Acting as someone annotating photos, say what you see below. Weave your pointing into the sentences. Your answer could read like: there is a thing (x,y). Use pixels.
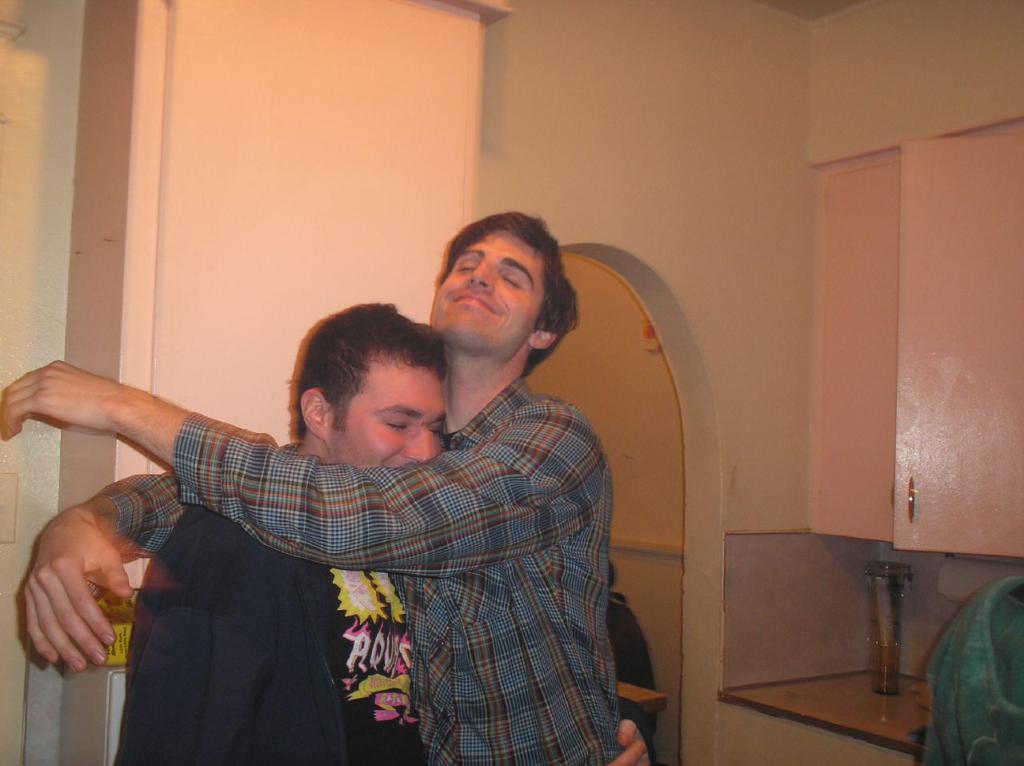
In this image there are two people (351,539) hugging each other. On the right side of the image (897,716) there is some object (895,668) on the platform (878,720). There is a cupboard (901,367). In the background of the image (741,104) there is a wall (500,75).
